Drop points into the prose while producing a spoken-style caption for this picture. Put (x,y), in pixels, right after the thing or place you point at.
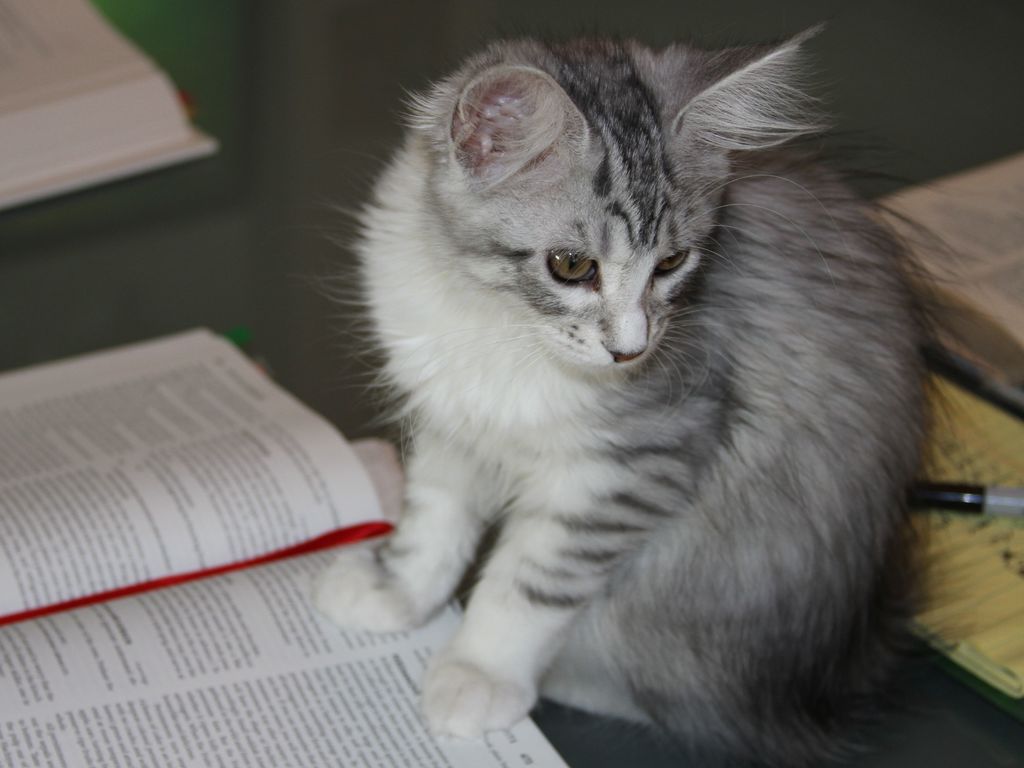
In this image I can see a cat (664,427) which is white and black in color is sitting on the black colored surface (902,735). I can see few books (202,452) and a pen (1022,490) around the cat (625,558).
